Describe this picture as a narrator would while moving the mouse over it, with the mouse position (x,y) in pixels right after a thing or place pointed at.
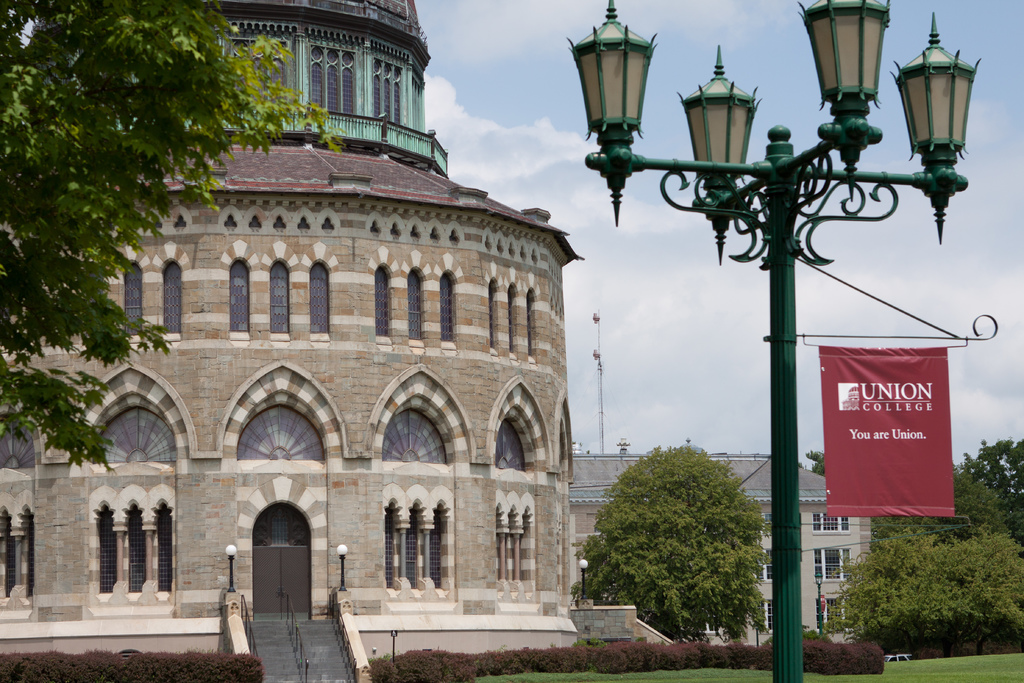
In this image we can see sky (482,155) with clouds (649,239), street poles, street lights (742,159), flag (847,364), trees (181,87), buildings (272,565), staircase (334,649), railings (299,630), bushes (243,682) and ground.
